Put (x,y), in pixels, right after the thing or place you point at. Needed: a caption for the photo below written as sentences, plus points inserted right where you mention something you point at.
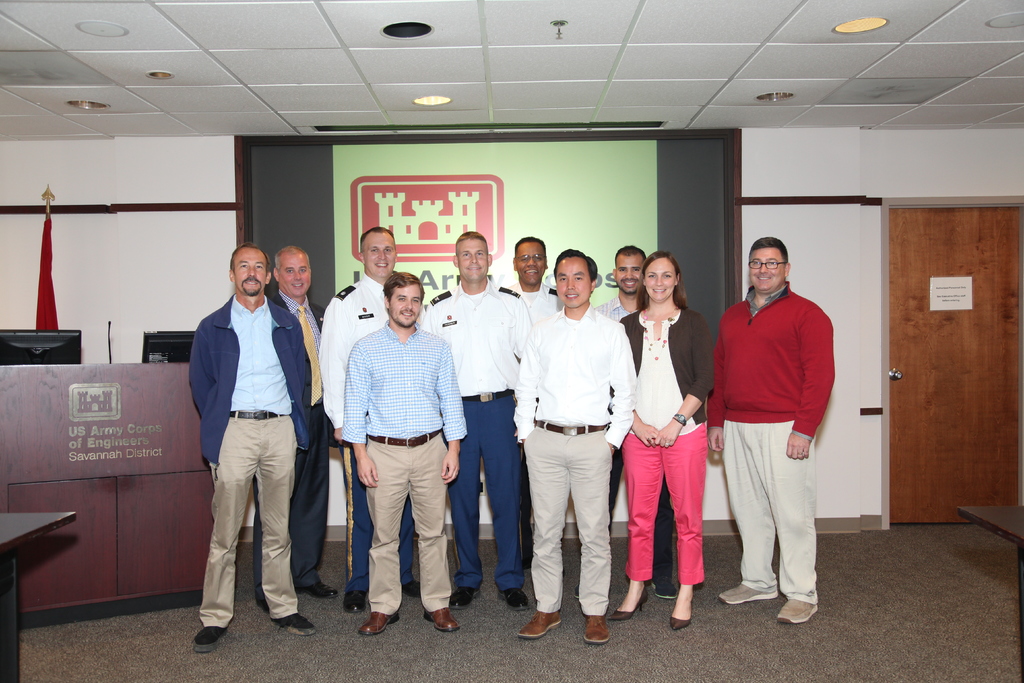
In the image we can see there are men (346,398) and a woman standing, they are wearing clothes (396,465), shoes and they are smiling. Here we can see the door (924,392), made up of wood (952,388), carpet (865,582), poster (543,199), systems (64,349), microphone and lights (434,101).
